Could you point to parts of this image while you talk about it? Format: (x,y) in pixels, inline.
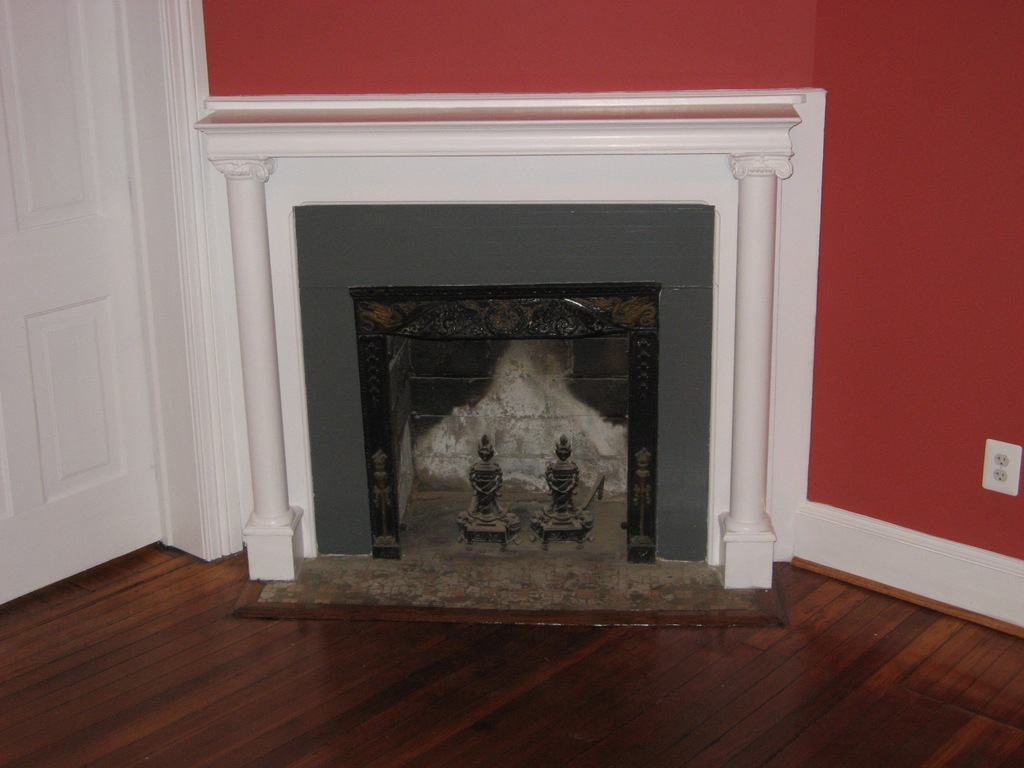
The image is taken inside a room (608,396). In the center of the picture (635,409) we can see some sculptures (562,480) and a fireplace (438,384). On the left (41,278) there a door (56,396). At the top (488,44) it is wall (655,70). On the right (1004,475) there is a plug board (1000,468). At the bottom (387,683) it is floor (277,680).
